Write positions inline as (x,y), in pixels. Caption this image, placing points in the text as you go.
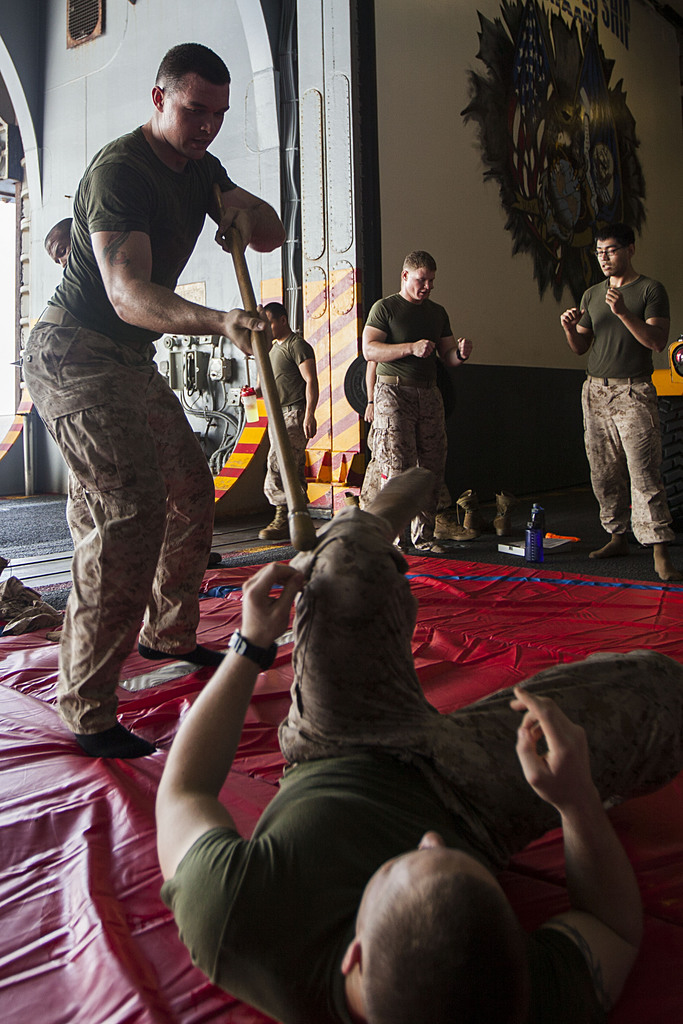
In this image, in the middle (399,677), we can see a man (497,709) lying on the red color carpet (160,899). On the left side (212,211), we can see a person (143,430) standing and holding a rod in his hand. In the background (469,348), we can see three people (644,348) and a frame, electrical instrument (233,445), wall (205,229). At the bottom (521,896), we can see a red color mat (493,655), bottles (540,537) and a book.
